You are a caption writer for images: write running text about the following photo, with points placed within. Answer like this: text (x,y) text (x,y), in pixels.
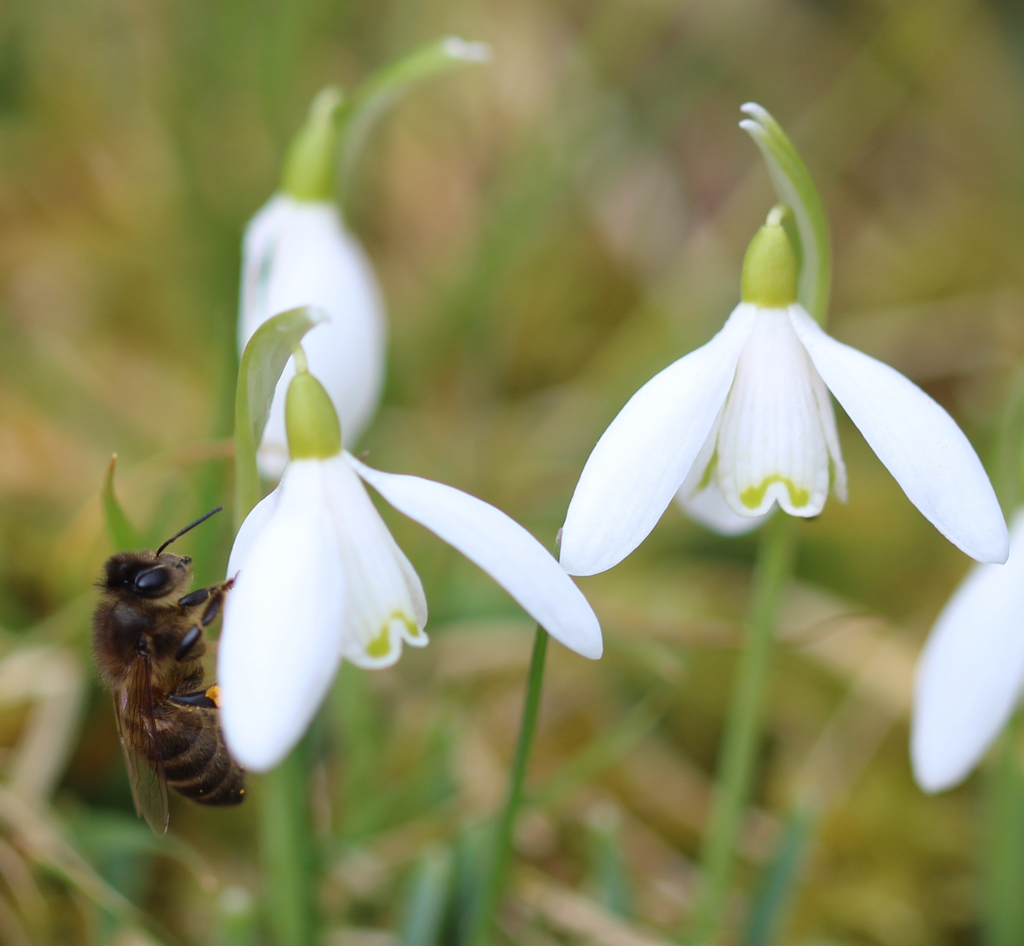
There are white color flowers (498,513). On the flower (230,610) there is an insect (181,667). In the background (546,232) it is blurred.
